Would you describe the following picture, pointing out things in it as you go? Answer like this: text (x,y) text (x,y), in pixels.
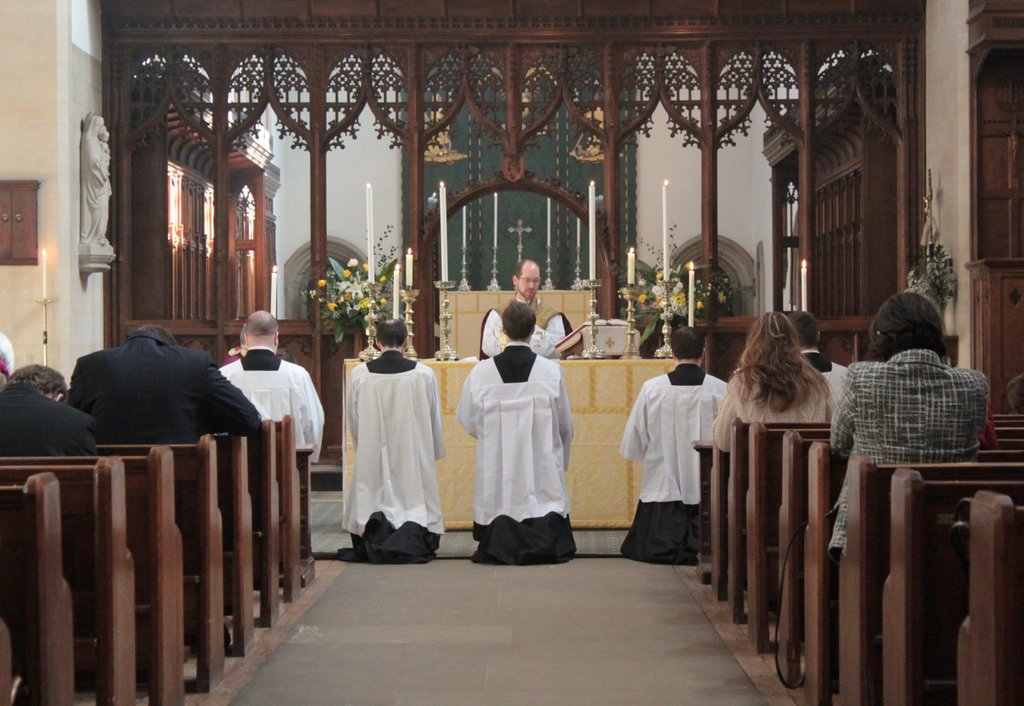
There is a church (161,108). People (846,428) are seated on the benches (173,558). 5 people (382,426) are present wearing black and white dresses (514,423). There are candles (366,355) and flower bouquets (326,302). There is priest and a sculpture (101,155) at the left (107,182).
